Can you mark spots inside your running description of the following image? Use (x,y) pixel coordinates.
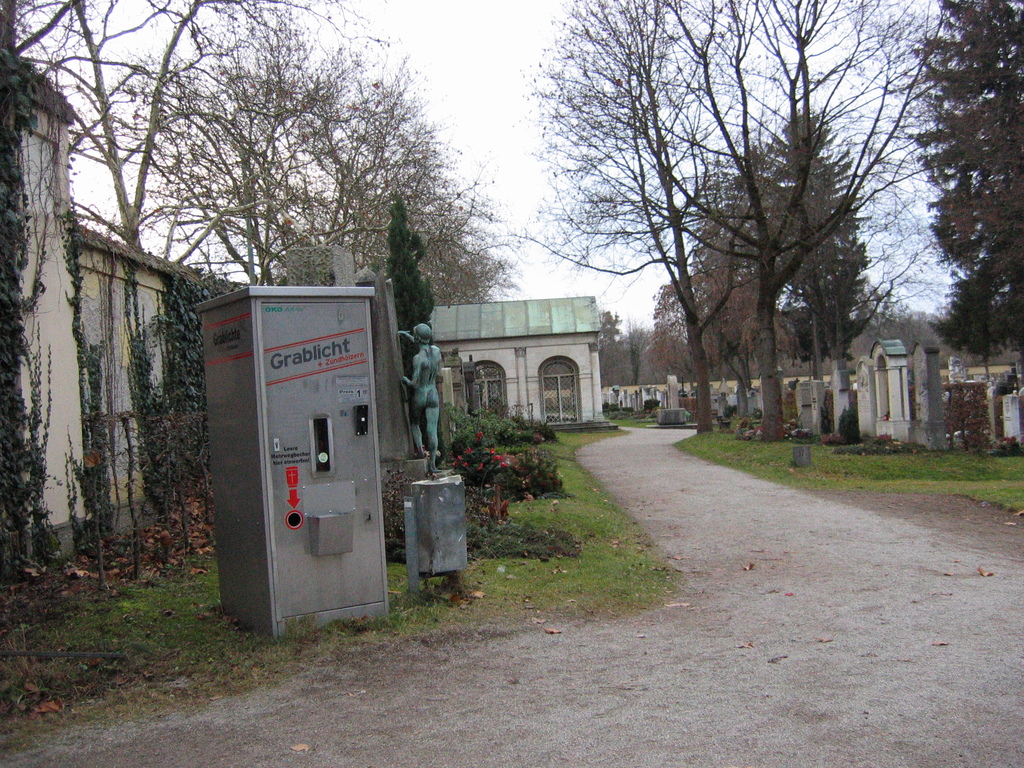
This image is clicked outside. There are trees (965,171) in the middle (665,337). There is a small house like thing (566,377) in the middle (508,353). There is a statue (403,331) in the middle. There is sky (492,5) at the top (489,21).
